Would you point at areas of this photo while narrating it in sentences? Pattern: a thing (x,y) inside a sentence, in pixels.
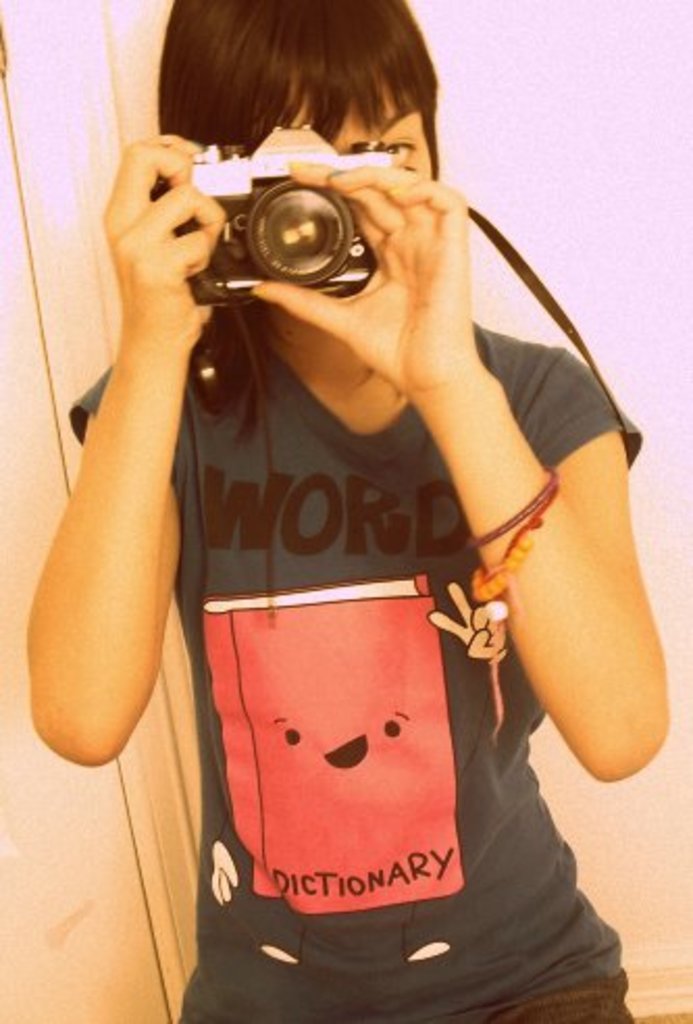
In this image i can see a person (405,644) holding a camera (334,245).
